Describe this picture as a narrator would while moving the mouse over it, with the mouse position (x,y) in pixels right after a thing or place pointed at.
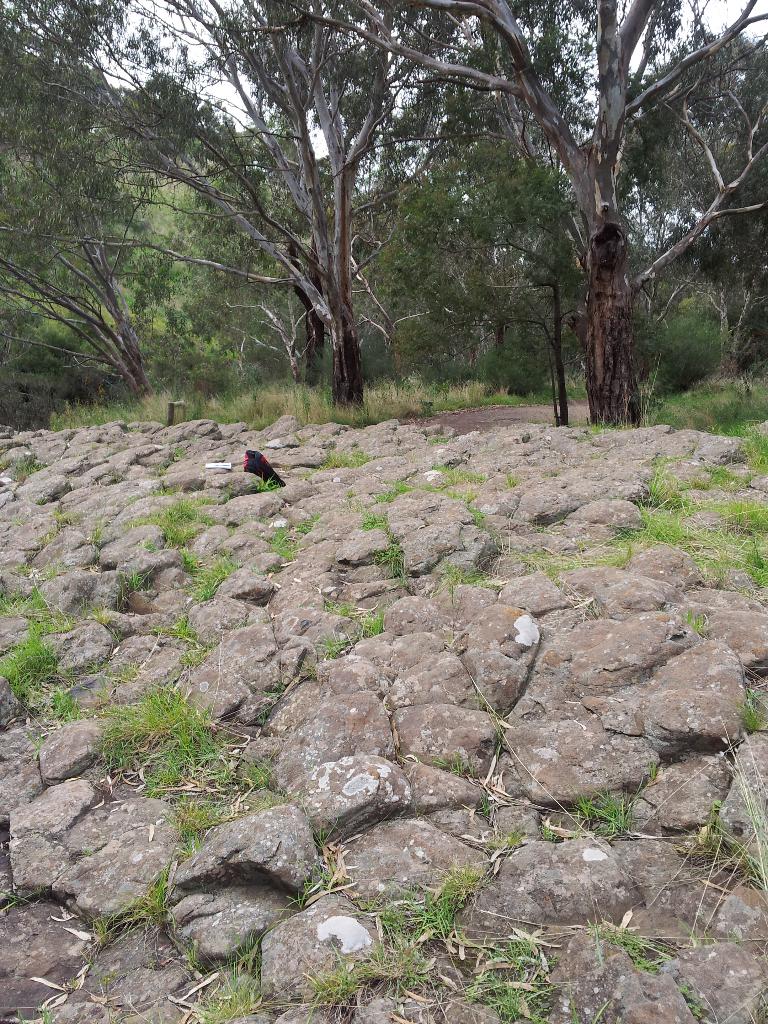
In this image at front (451,786) there are rocks (350,661) and at the background (293,189) there are trees (403,135), road (525,409) and sky (232,87).
